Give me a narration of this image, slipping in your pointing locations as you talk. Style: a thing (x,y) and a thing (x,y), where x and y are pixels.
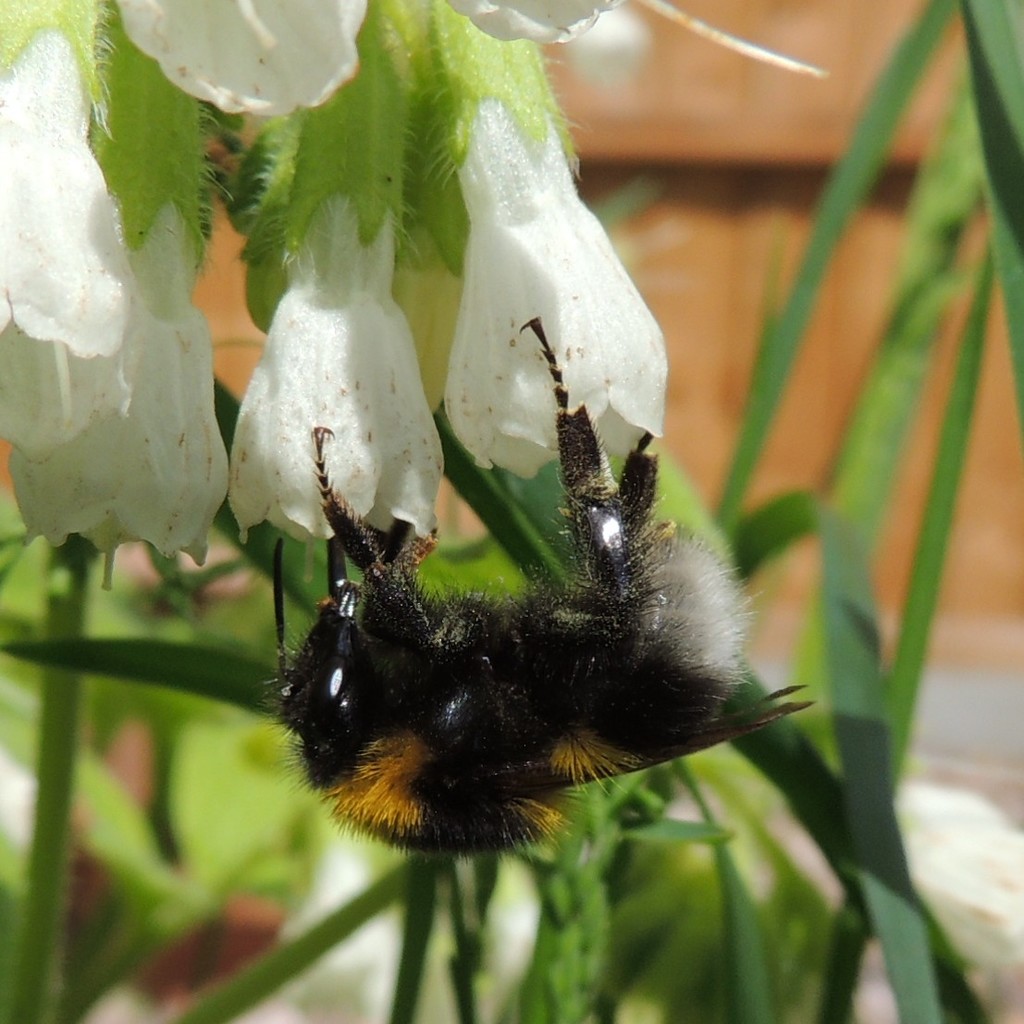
In this image we can see a black color insect (503,629) on the white color flowers (311,281). We can see the grass (837,582) in the background (875,461).
